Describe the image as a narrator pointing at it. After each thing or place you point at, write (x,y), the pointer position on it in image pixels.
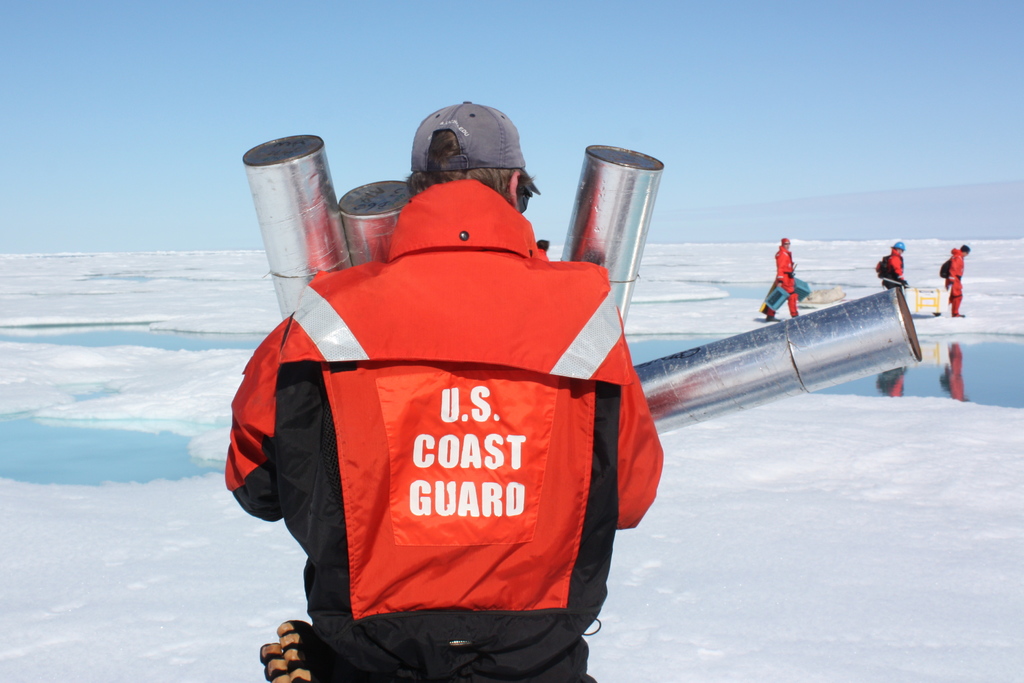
In this image we can see a group of people (896,277) standing on the snow (652,307). One person (578,374) is holding metal rods (373,208) in his hands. One person (893,267) is wearing a helmet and carrying a bag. In the background (968,349), we can see a board (926,297), water (960,354) and the sky (426,70).
